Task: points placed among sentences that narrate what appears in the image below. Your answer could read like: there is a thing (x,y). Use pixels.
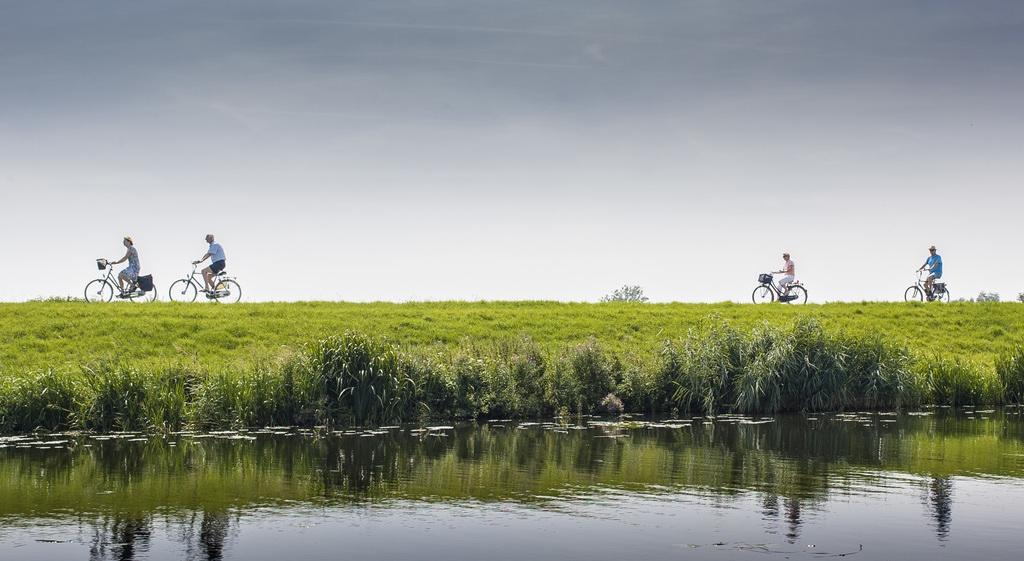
At the bottom of the image (222,443) there is water (381,453). Behind the water (180,557) there's grass (428,337) on the ground (154,333). On the grass (173,334) there are four people (208,287) riding the cycle (778,295). At the top of the image (425,86) there is a sky (157,137).
